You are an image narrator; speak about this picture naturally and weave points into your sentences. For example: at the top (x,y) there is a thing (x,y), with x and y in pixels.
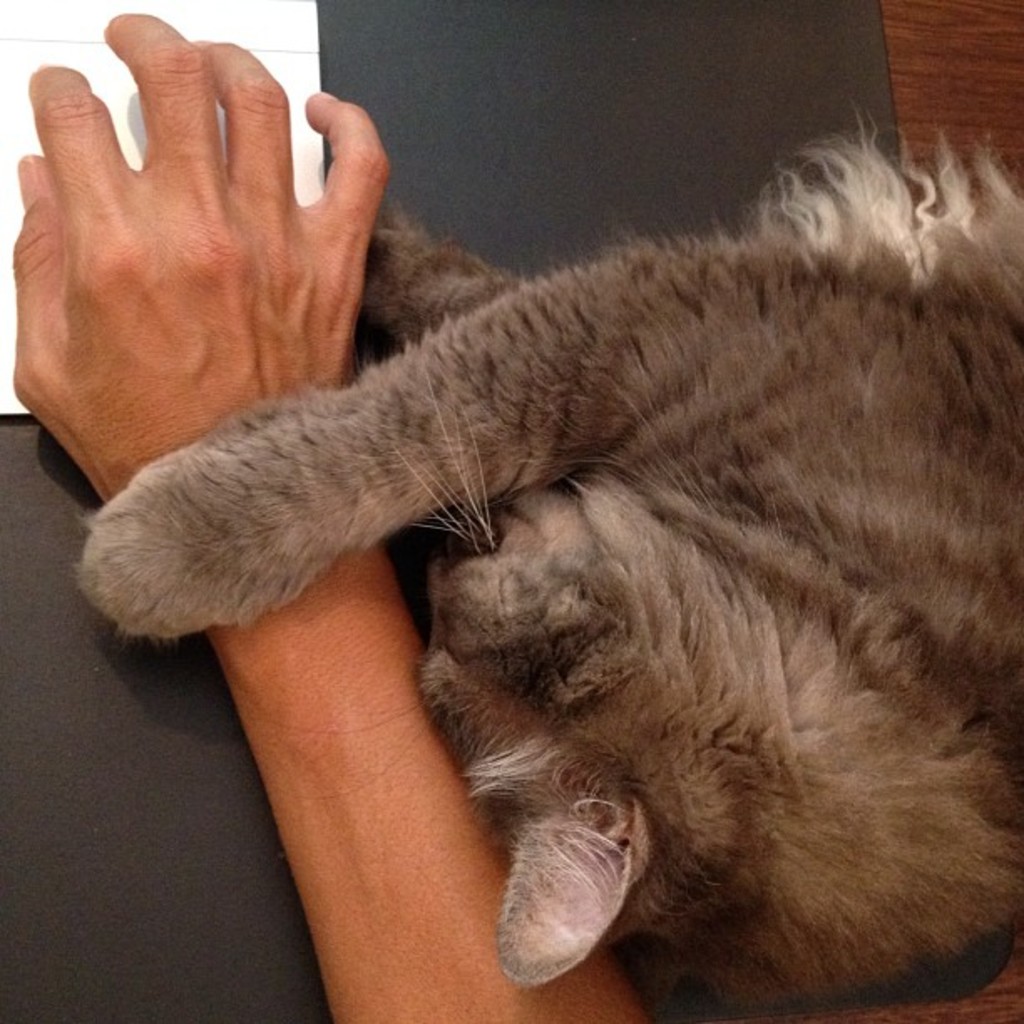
In this image, I can see a cat (844,504) lying on the table (910,132). This is a person's hand (196,306). This looks like an object (279,35), which is white in color. I think this is a mat (689,108) on the table (905,70), which is black in color.
